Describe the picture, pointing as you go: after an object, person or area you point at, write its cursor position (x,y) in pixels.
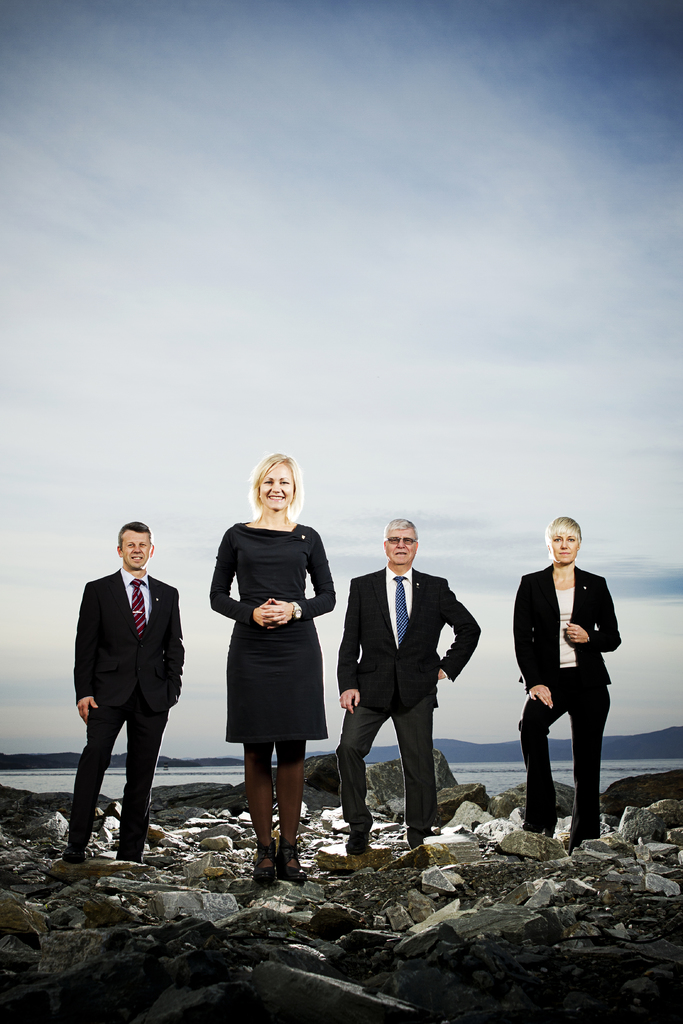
This is a picture consists of four persons (134,854) standing on stones (217,798), at the top (178,245) I can see the sky (566,298) and in the middle (249,663) woman (293,544) she is smiling.
